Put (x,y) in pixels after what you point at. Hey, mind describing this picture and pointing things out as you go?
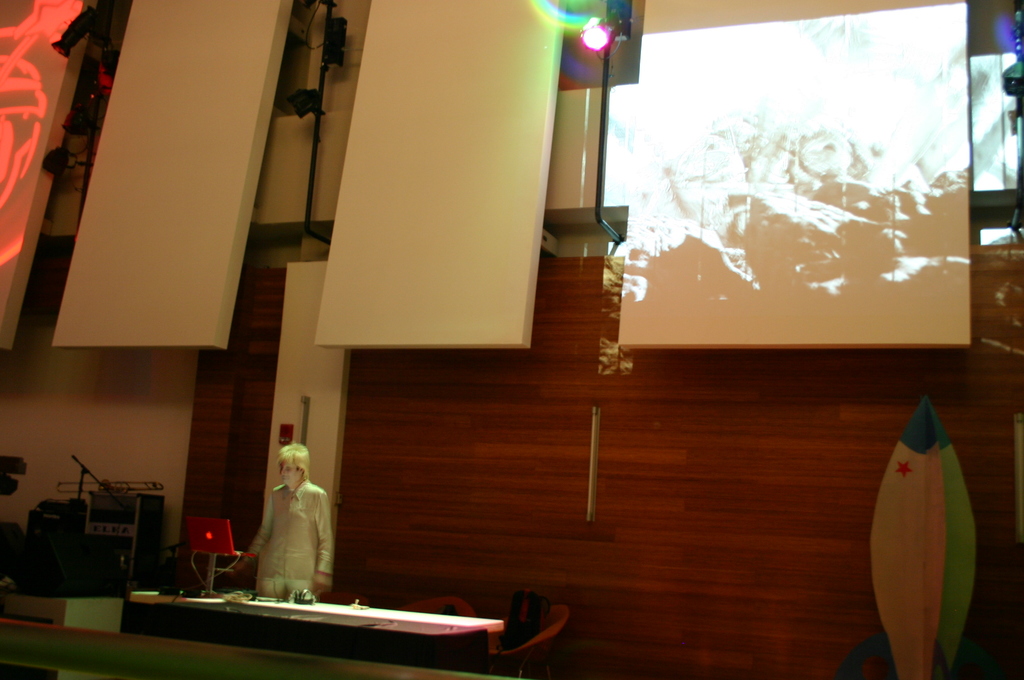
In this image, we can see a person (303,521) standing, there is a table (219,623), we can see a laptop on the table (218,610). We can see the wall (828,436) and some objects (173,547) on the left side (142,397).
